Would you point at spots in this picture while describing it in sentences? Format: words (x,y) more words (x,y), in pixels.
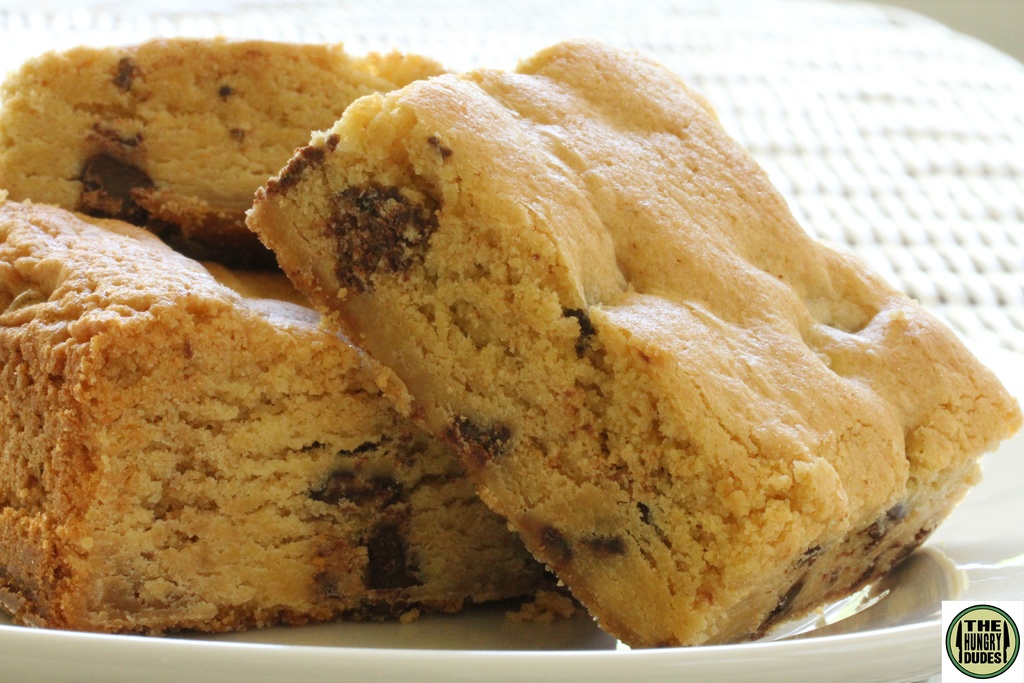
In this picture we can see food items (415,436) in a plate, in the bottom right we can see a logo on it.
